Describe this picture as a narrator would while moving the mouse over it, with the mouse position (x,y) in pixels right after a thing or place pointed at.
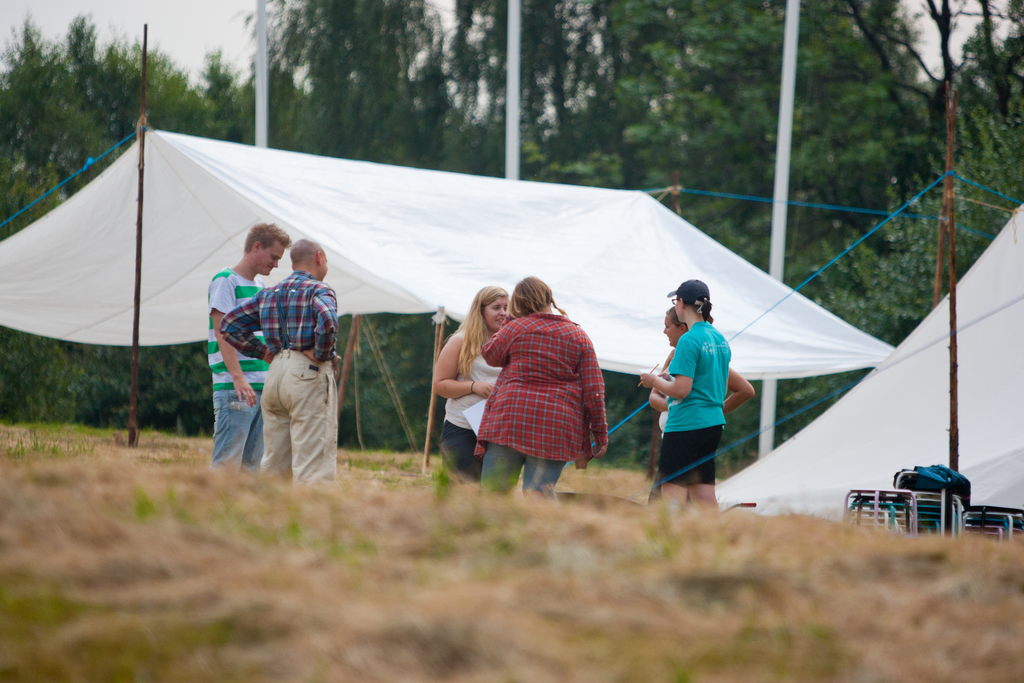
This is an outside view. At the bottom (214,621), I can see the ground (197,588). In the middle of the image (485,356) few people (291,365) are standing. Behind these people (513,340) there are two tents (725,297). On the right side (937,471) there are few luggage bags (934,486). In the background (647,119), I can see few poles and trees (627,62). At the top of the image (151,13) I can see the sky (98,14).
